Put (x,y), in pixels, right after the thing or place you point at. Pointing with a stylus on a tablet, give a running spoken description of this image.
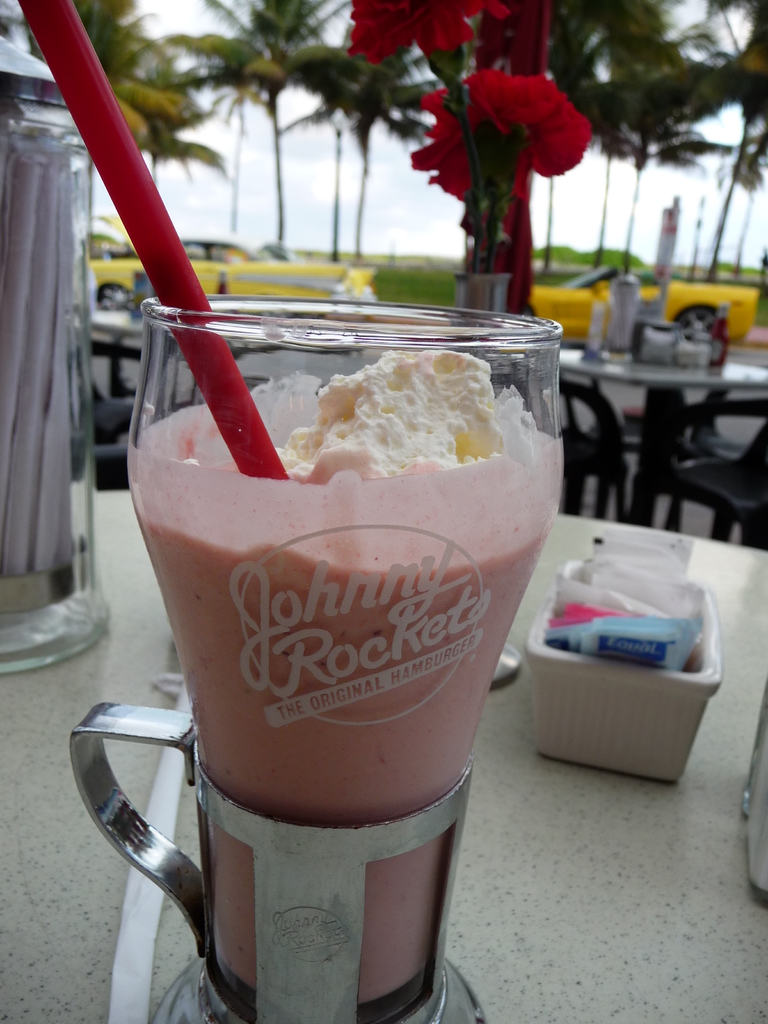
This picture shows a glass (402,596) with some drink (247,868) and we see a straw (268,458) and a plastic bowl (566,682) with some packets (637,651) in it and we see a flower pot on the table (87,980) and we see few chairs (751,455) and tables (759,383) on the side and couple of cars (212,240) parked and we see trees (604,125) and a cloudy sky (440,225).
